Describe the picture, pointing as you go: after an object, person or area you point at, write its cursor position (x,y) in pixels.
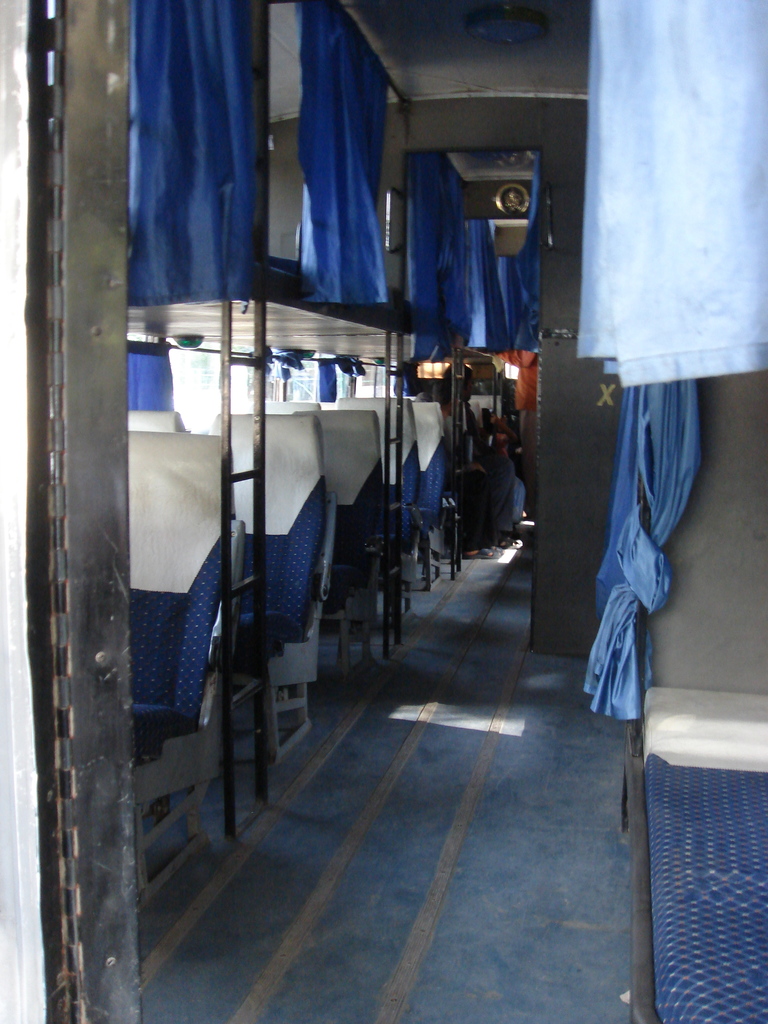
In this image we can see seats (314,562) which are in bus (319,666) and in the background of the image (472,437) there are some persons (477,476) sitting, there are curtains (168,289) and lights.
